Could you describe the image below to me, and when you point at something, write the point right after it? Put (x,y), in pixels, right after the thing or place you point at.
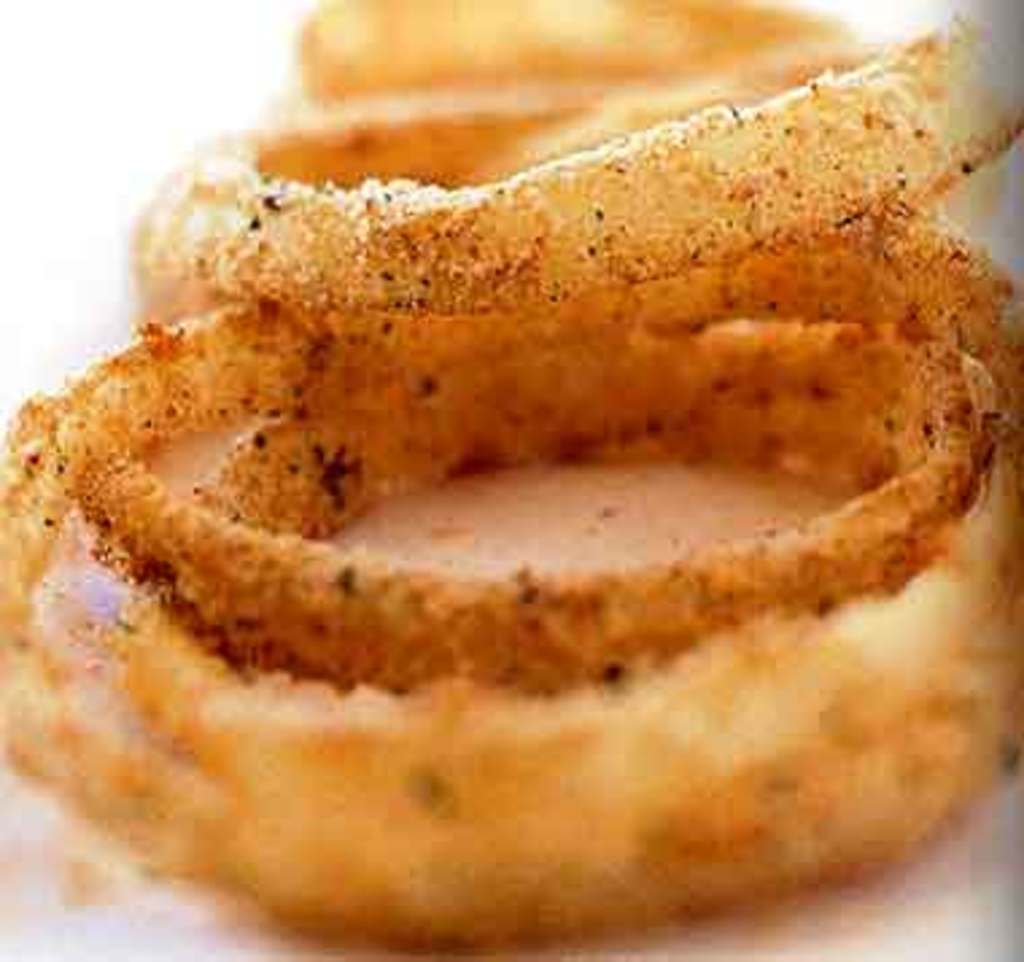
In this image there is a food item (688,759).
